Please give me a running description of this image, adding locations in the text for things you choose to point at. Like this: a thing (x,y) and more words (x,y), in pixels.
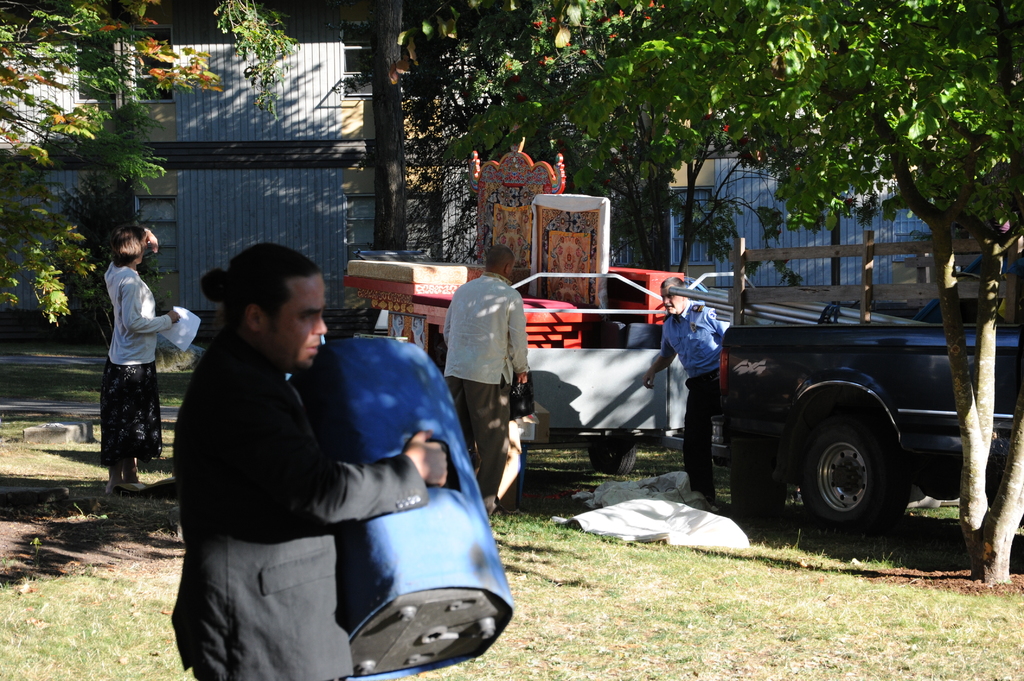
In this image, we can see people (309,260) holding objects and in the background (202,85), there are trees (395,85), sheds (740,205) and a fence (871,244) and we can see a vehicle (565,369) filled with furniture (512,248) and there is an other vehicle (805,392). At the bottom (641,518), there is a cloth (637,538) on the ground (620,584).
